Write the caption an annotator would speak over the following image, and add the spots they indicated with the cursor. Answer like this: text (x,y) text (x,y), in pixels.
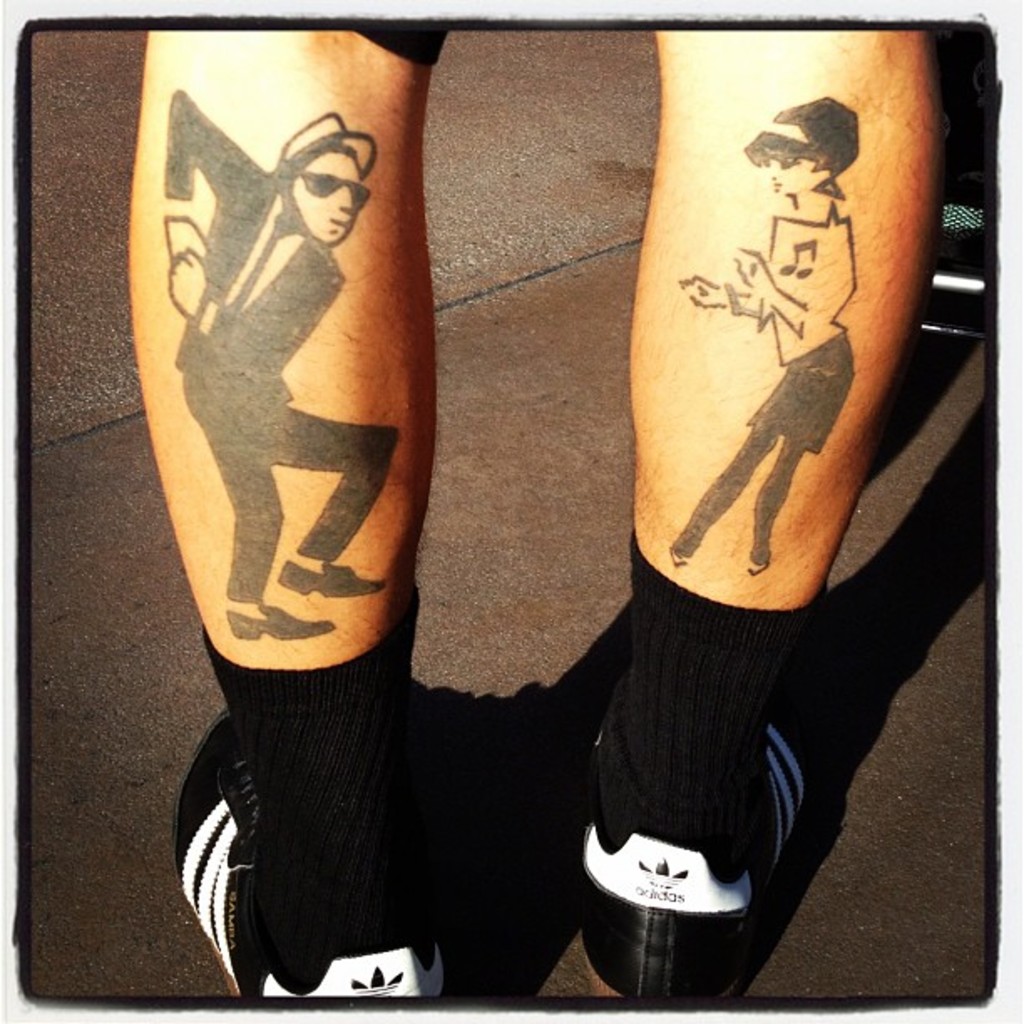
In this picture there are two legs (381,438) in the image, on which there is painting (757,550).
